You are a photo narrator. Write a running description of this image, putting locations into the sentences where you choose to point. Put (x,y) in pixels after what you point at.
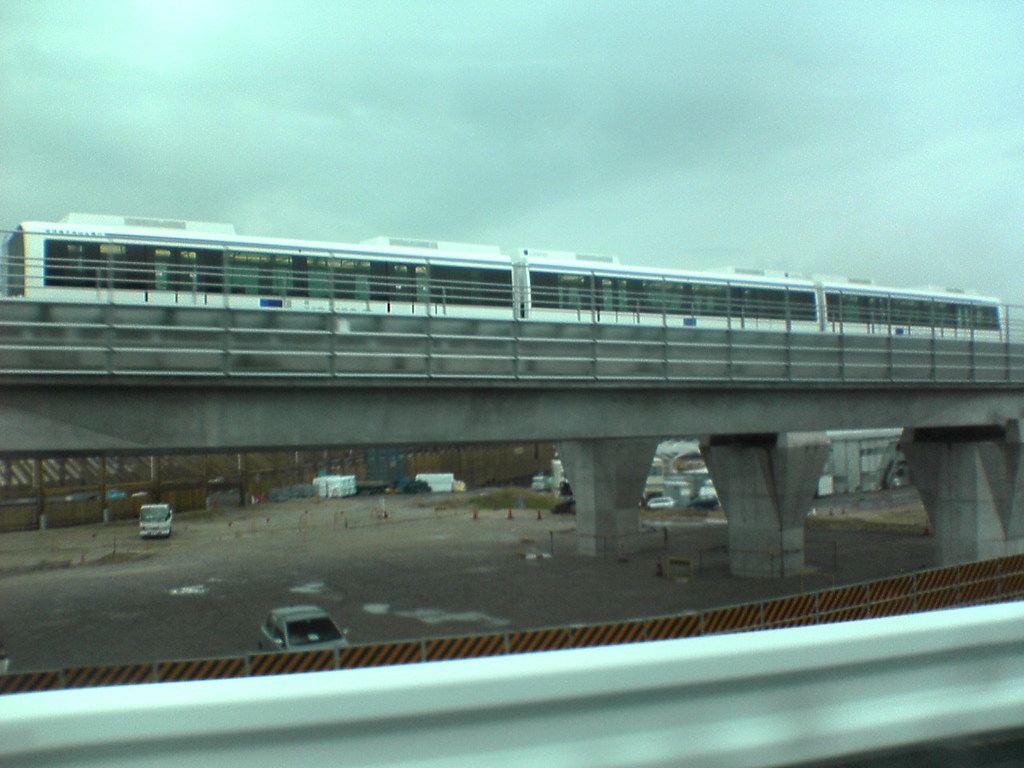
This image is clicked outside. There is a bridge (952,480) in the middle (673,307), on that there is a train (113,227). There are cars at the bottom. There is sky (65,93) at the top (441,156).
